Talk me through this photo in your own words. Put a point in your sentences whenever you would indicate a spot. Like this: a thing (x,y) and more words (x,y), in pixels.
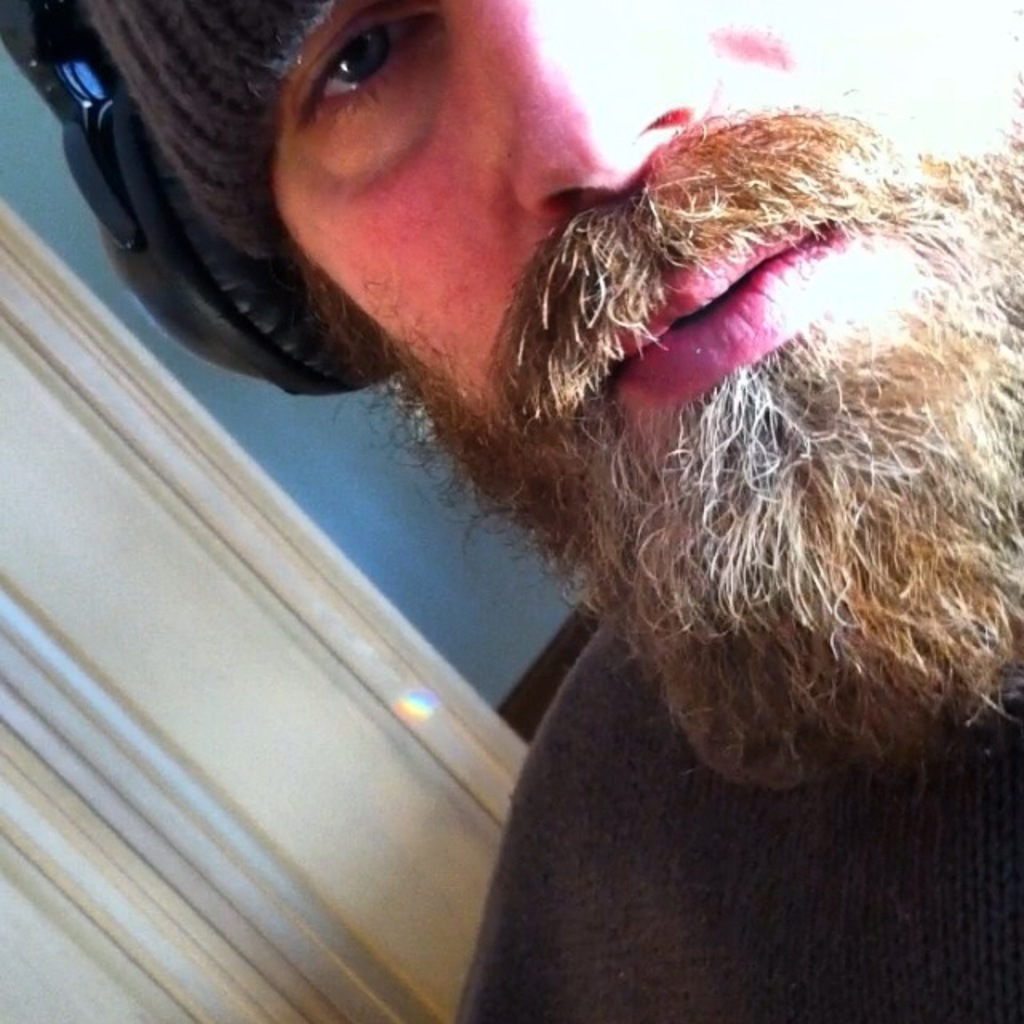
In this image in the foreground (631,429) there is one man (631,429) who is wearing a headset (251,316), and in the background (324,526) there is a wall (374,488).
